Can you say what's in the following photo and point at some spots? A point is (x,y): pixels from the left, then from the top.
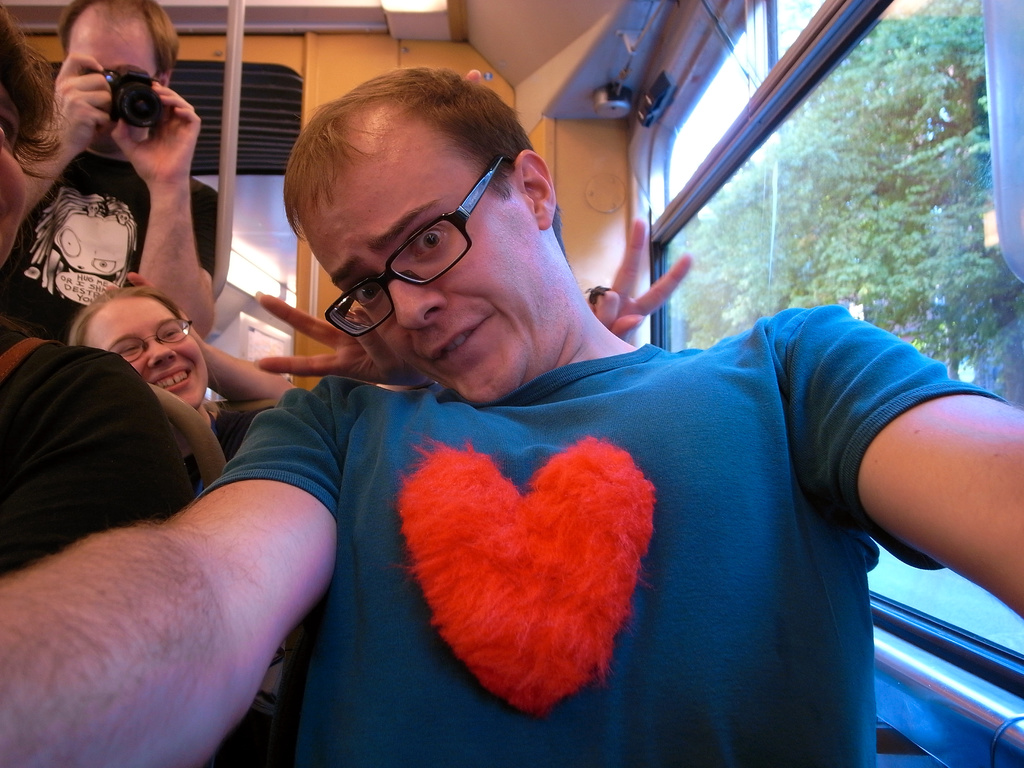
In this picture we can see the man (692,542) wearing blue t-shirt (737,500) standing in the front (511,528) and giving a pose to the camera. Behind there is a another man (73,87) taking photos from the camera (122,88). On the right side (781,251) there is a window (872,187) and some trees (893,172).
